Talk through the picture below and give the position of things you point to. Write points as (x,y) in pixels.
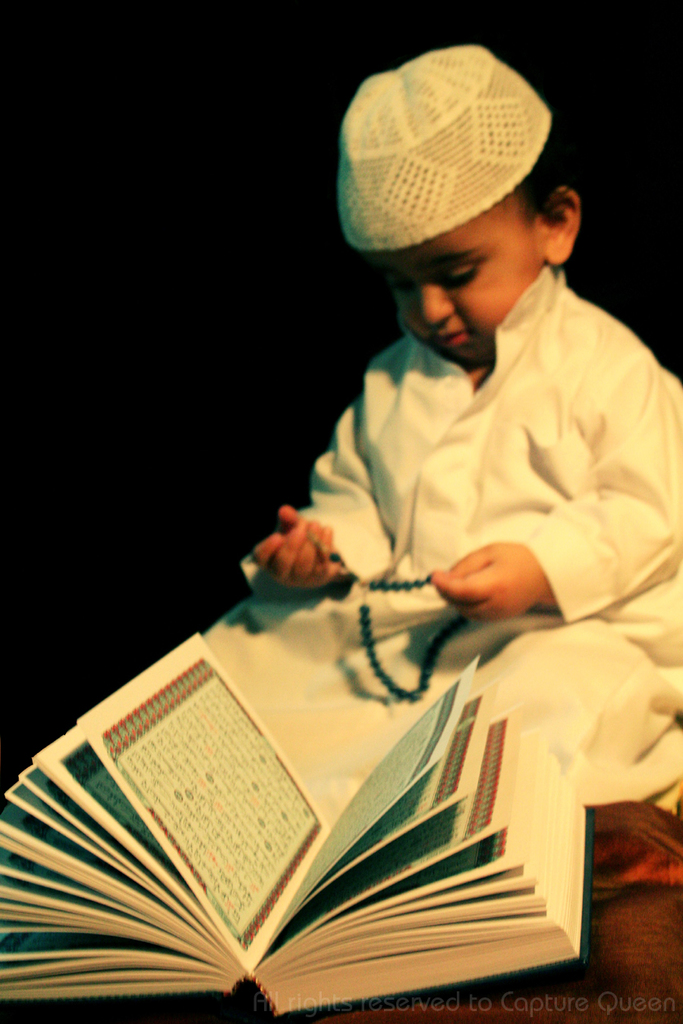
In this picture I can observe a kid (410,484) sitting in front of a book (66,837). He is wearing a white color dress (407,433) and a cap (465,146) on his head (426,291). The background (202,187) is completely dark.
